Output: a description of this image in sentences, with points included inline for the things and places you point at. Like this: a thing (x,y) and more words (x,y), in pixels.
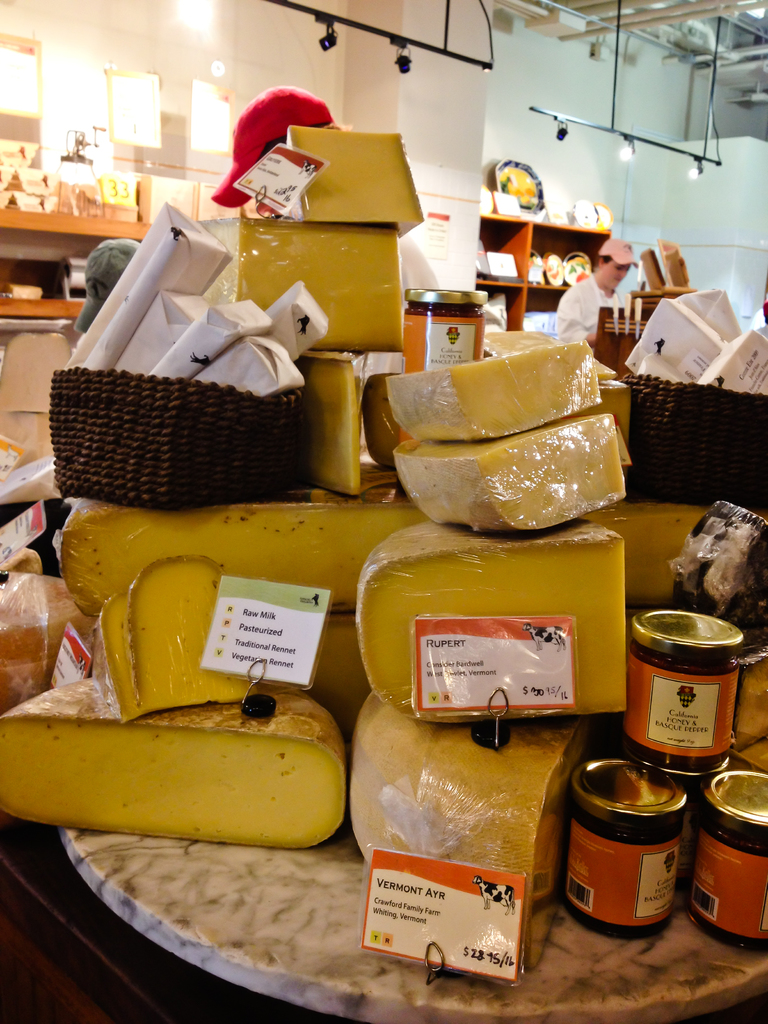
As we can see in the image there are boxes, bottles (697,733), shelves (72,267), plates (553,263), wall (596,166) and a man (588,295) standing over here.
